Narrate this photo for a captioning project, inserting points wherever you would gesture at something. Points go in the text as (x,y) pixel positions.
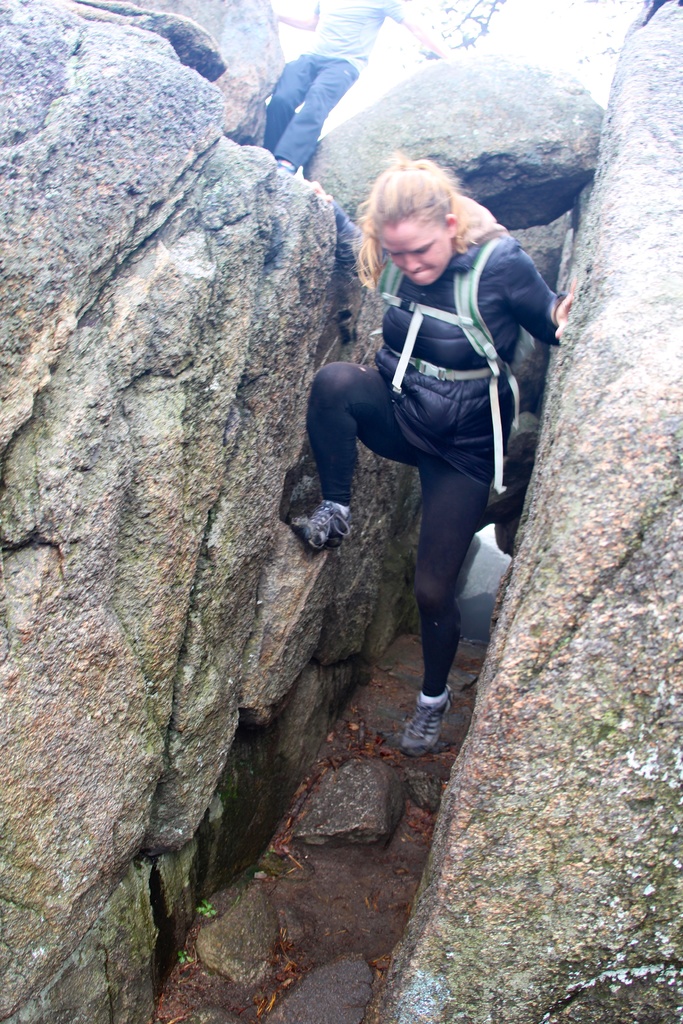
There is one woman (430,396) climbing a mountain (562,469) as we can see in the middle of this image (434,480), and there is one person (290,70) standing at the top of this image (320,88).
